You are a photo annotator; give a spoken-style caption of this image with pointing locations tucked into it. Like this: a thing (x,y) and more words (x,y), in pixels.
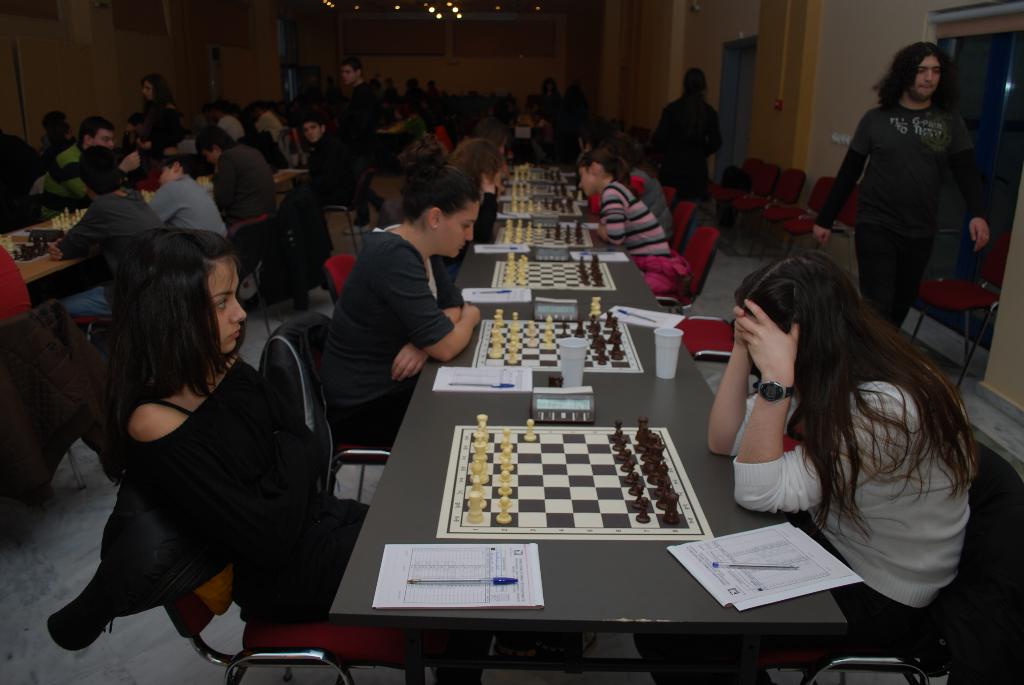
This image is clicked inside the room (369,472) In the middle (537,297) there is a table (573,663) on that there are many chess boards (528,509), cups (573,364), papers (457,565), pens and chess coins (499,509). On the left (185,202) there are many people (162,406) playing chess game. On the right (922,177) a man (898,197) is walking. In the background (847,217) there are some chairs (751,205), window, light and wall (459,81).
